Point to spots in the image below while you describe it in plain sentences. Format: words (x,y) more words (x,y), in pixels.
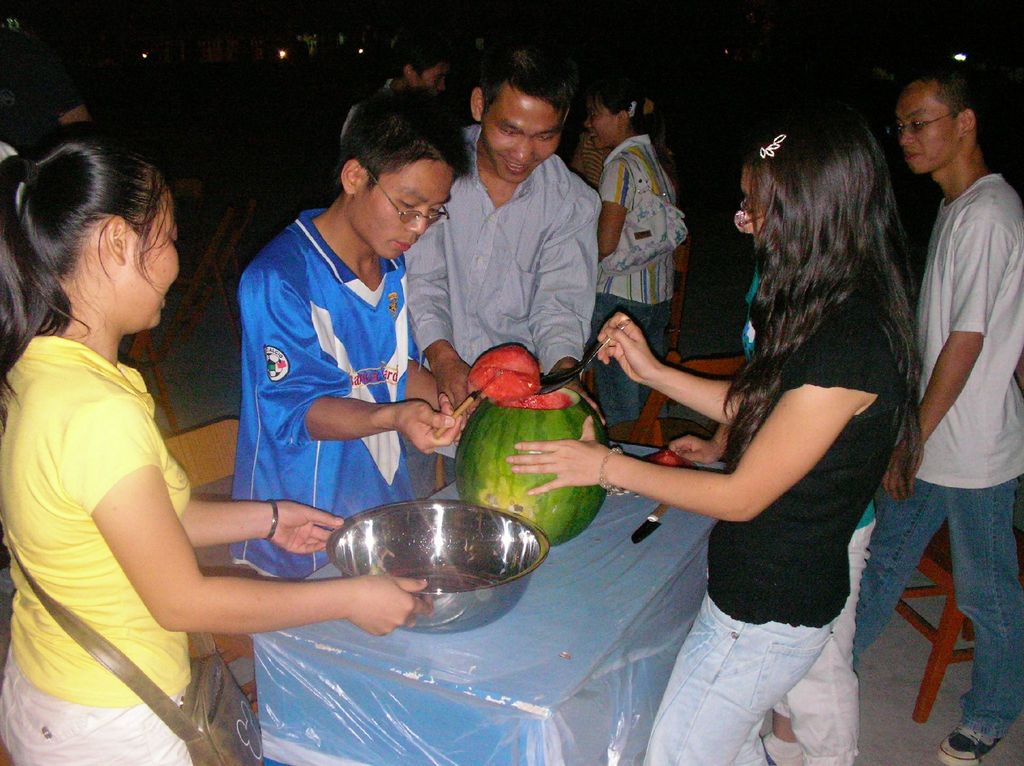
There are people (410,91) standing and she carrying a bag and holding a bowl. We can see watermelon (533,507), bowl (537,529), knife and cover (599,528) on the table (570,623) and chairs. In the background (938,35) it is dark and we can see lights (280,54).
